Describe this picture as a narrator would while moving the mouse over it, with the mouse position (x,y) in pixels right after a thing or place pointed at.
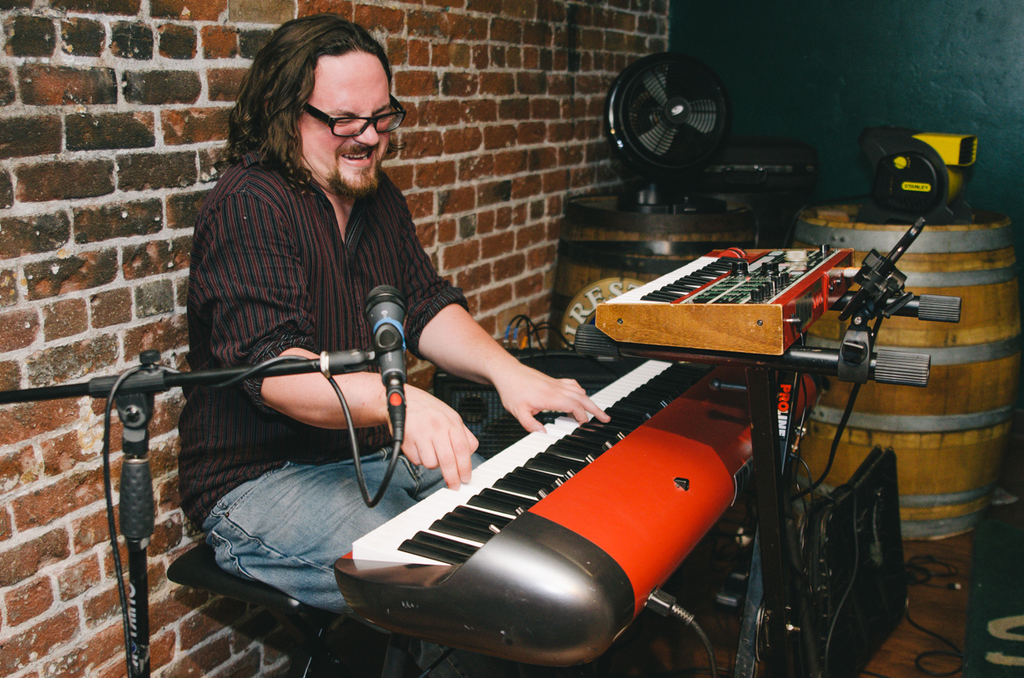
In this image, we can see a man (309,334) sitting and he is playing a piano (649,497), at the left side (280,361) there is a black color microphone (395,368), there are two barrels (946,267) and there is a fan (646,191), we can see a brick wall (576,136).
